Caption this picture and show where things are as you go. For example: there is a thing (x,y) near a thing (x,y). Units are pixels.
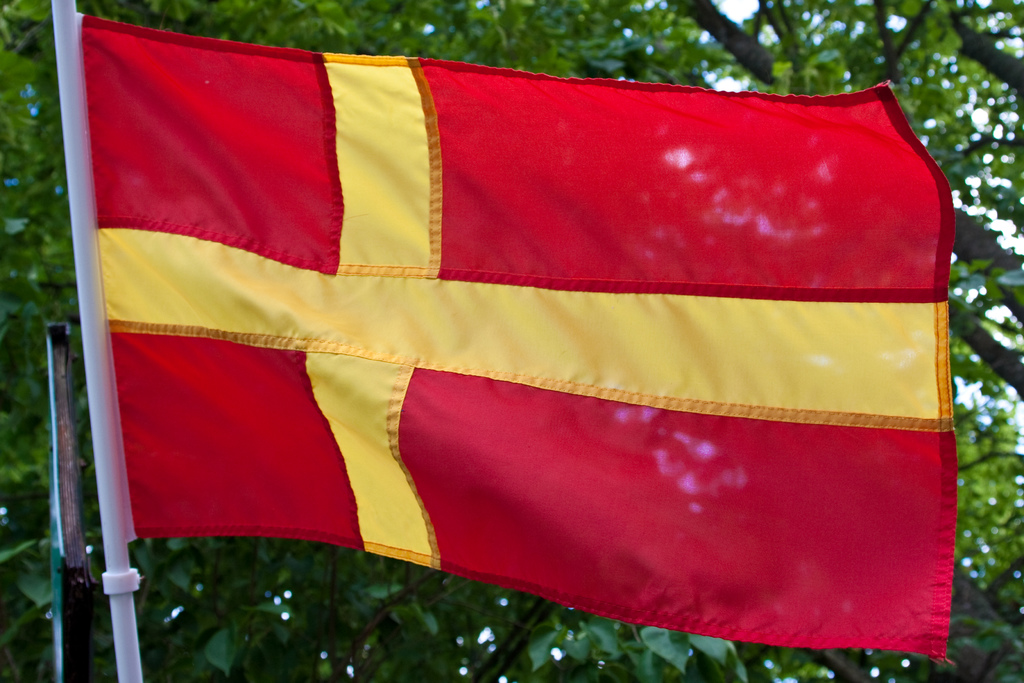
Here we can see a flag (573,477). In the background (978,9) there are trees (377,607).
